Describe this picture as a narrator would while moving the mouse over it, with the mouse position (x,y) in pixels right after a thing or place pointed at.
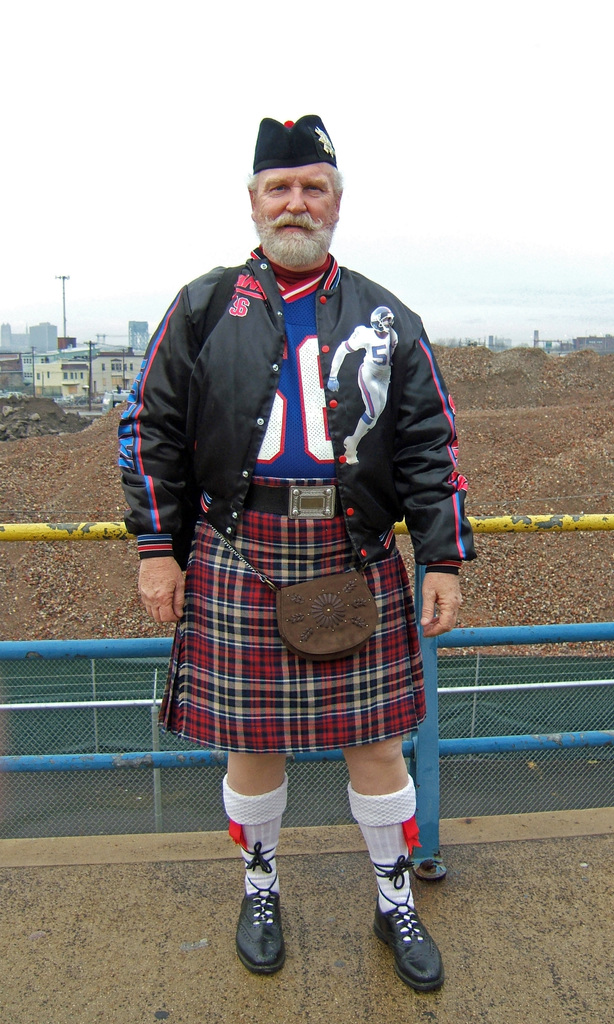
In this image I can see a man (237,337) is standing. I can see he is wearing black jacket (164,413), red skirt (202,532), black shoes (238,942), white colour socks (273,840) and a black cap (288,159). I can also see he is carrying a bag (294,622). In the background (91,651) I can see few buildings (73,383) and few iron poles (550,528).
